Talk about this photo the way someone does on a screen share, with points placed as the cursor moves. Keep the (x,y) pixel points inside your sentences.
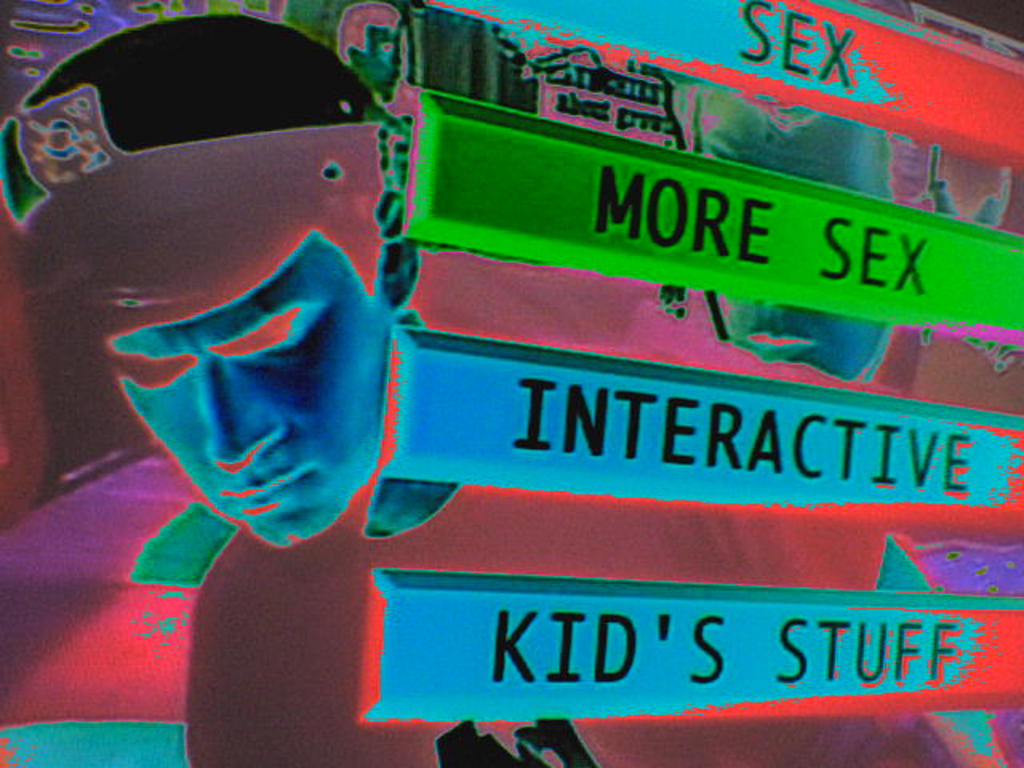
This is an animated image I can see a person's face (300,346) in this. I can see some bars (449,131) with some text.
